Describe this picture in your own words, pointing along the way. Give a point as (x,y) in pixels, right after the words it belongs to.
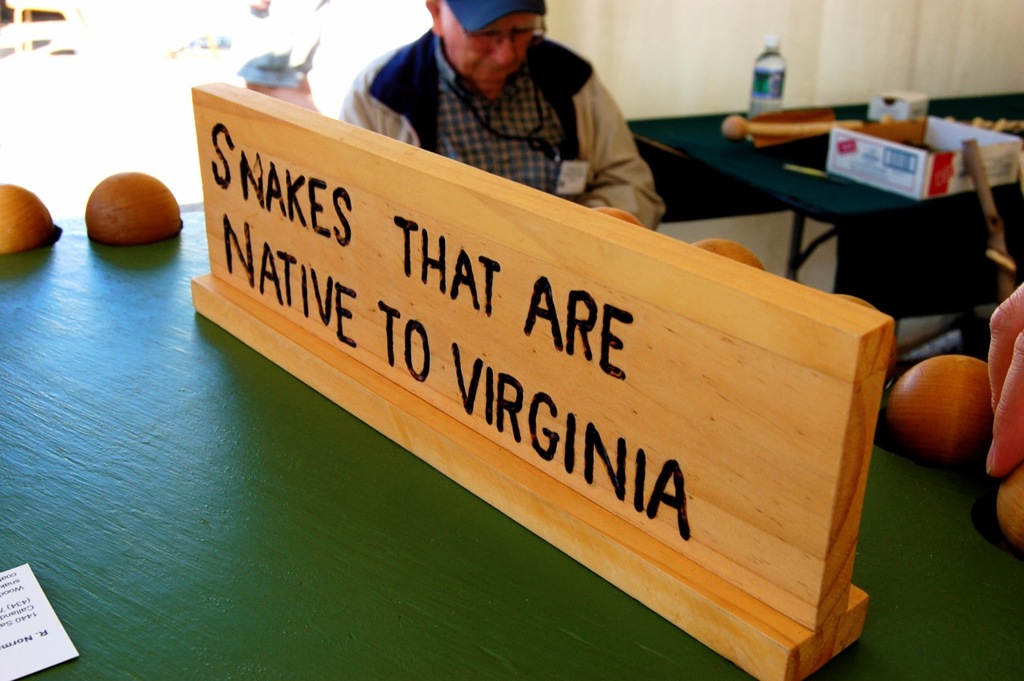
In this image we can see a wooden board (433,315) with text (594,326) on it, man (581,132) sitting on the chair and a table (811,161) on which there are disposable bottle (768,64) and a cardboard carton (900,126).
